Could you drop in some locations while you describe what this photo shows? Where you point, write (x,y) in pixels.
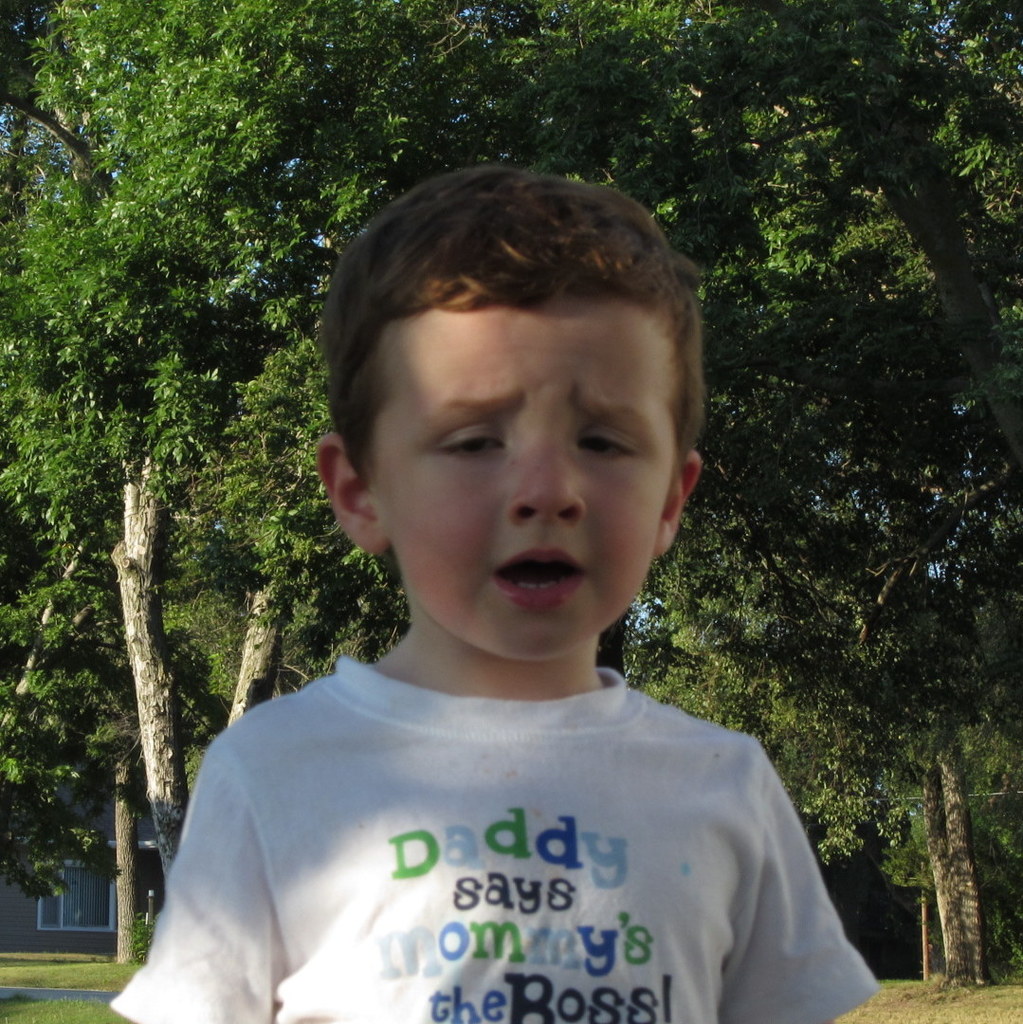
In the foreground (547,828) I can see a boy (564,874) on the grass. In the background (870,853) I can see trees (856,867) and a house (67,901). This image is taken may be in a park (42,867).
